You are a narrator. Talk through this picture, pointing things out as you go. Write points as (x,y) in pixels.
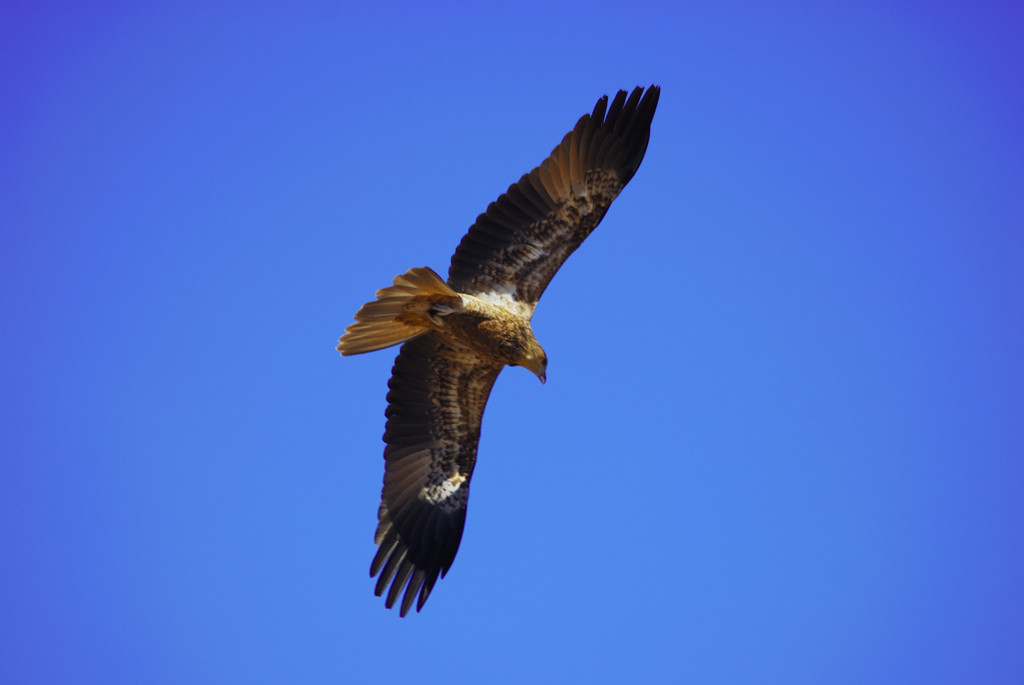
This is a bird (463,395) flying. In the background (323,278), I think this the sky (708,339), which is blue in color.
